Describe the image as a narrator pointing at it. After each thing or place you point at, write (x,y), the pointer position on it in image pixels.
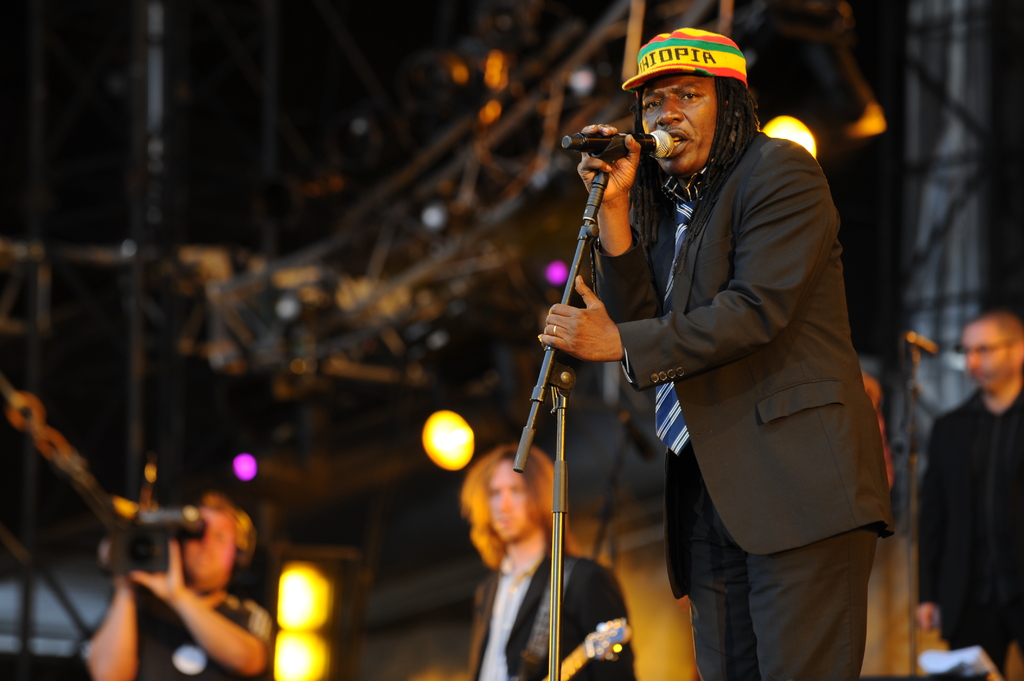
In the image we can see there is a person (773,217) who is standing and he is holding mic (608,145) in his hand (607,166) and he is wearing formal suit (738,380) and beside him there at the back (1013,542) there are lot of people (543,563) who are standing and they are holding guitar (571,670) and camera video recorder (156,550) in their hand (183,573).
